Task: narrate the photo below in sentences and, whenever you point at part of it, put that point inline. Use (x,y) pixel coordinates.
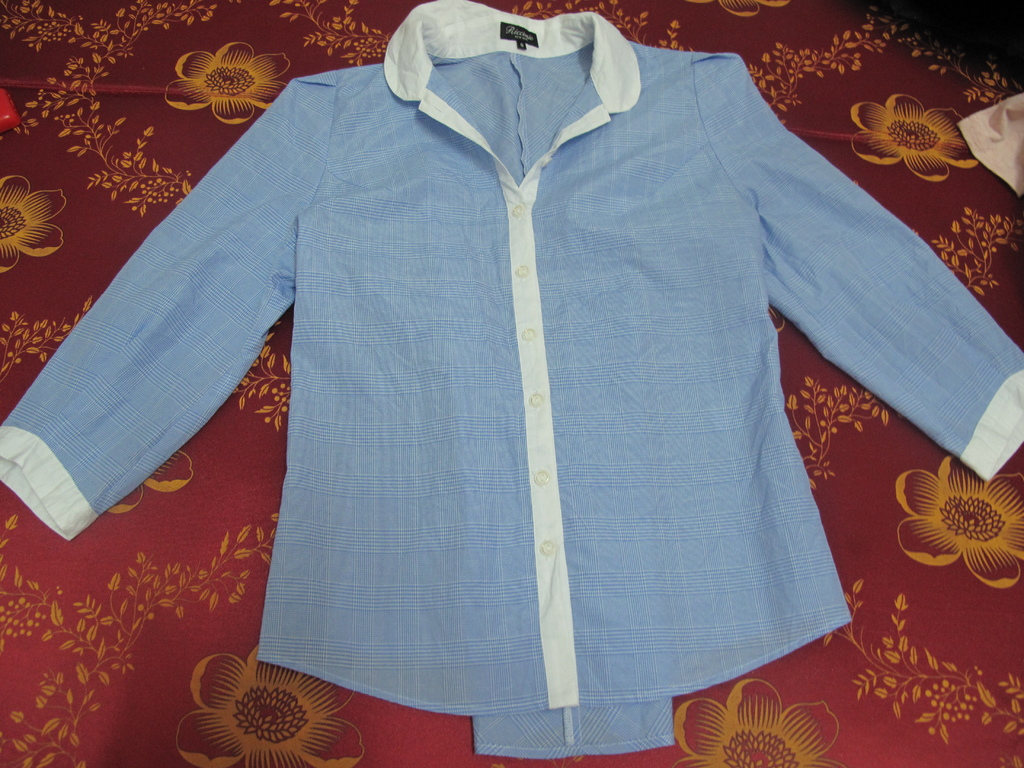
In the picture I can see a blue color shirt (621,455) which has white lines (453,373) on it. This shirt (437,319) is on a maroon color cloth surface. On these cloth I can see flower designs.
